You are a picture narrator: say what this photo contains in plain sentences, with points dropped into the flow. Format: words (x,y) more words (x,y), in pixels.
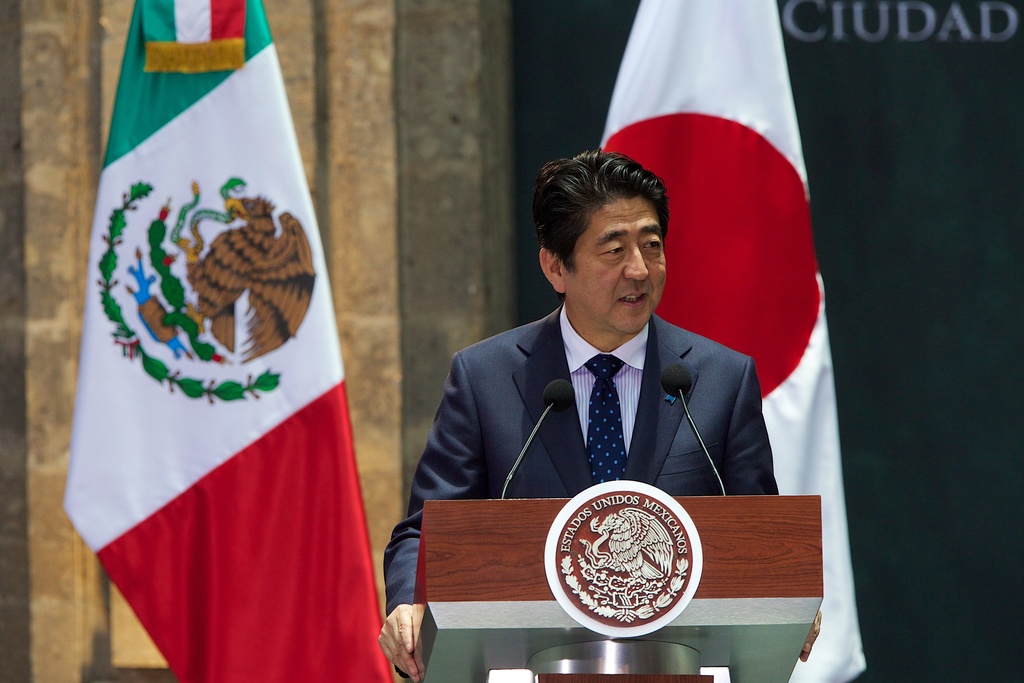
In this image we can see a person (643,412) wearing a coat (648,414) and tie (616,455) is standing in front of a podium (531,533). On the podium (722,511), we can see two microphones (683,378) and an emblem (644,568). In the background (949,31), we can see two flags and a wall (786,41) with some text (933,26) on it.
